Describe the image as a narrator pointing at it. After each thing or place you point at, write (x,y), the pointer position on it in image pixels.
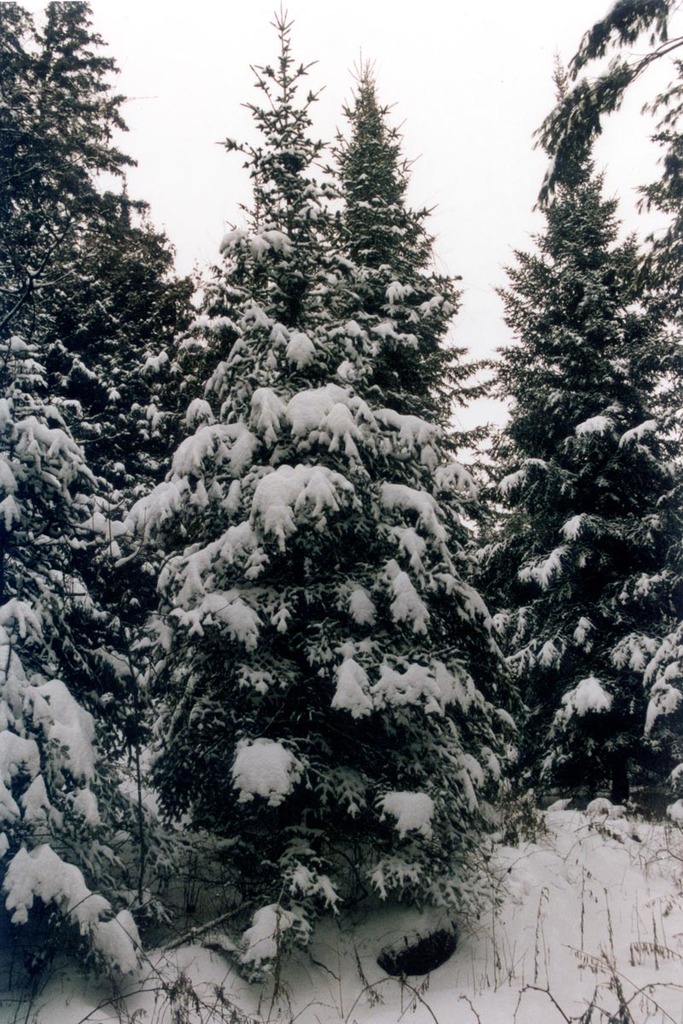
In this image I can see few trees (283,517) and the snow (561,718). The sky (647,224) is in white color.
